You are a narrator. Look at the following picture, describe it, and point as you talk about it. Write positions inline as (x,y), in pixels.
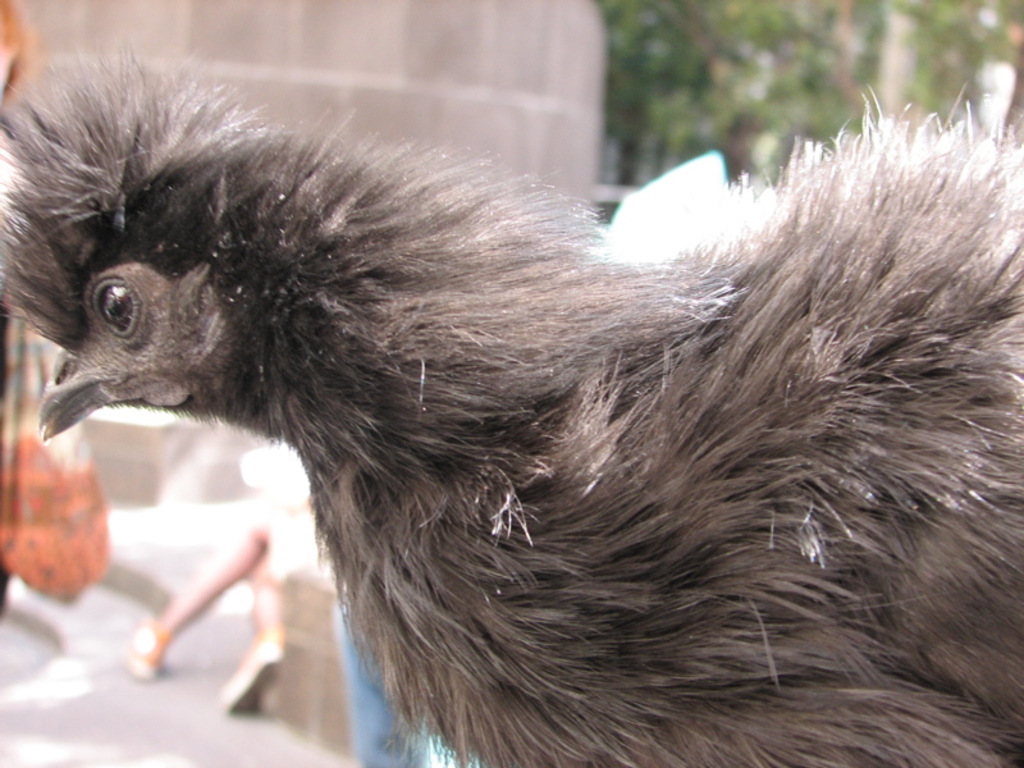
In this picture I can see a bird (602,461), it is in black color. On the left side (227,556) there are human legs (259,640), in the top right hand side (817,57) there are trees (843,72), in the top left hand side (229,87) I can see the wall (513,105).
